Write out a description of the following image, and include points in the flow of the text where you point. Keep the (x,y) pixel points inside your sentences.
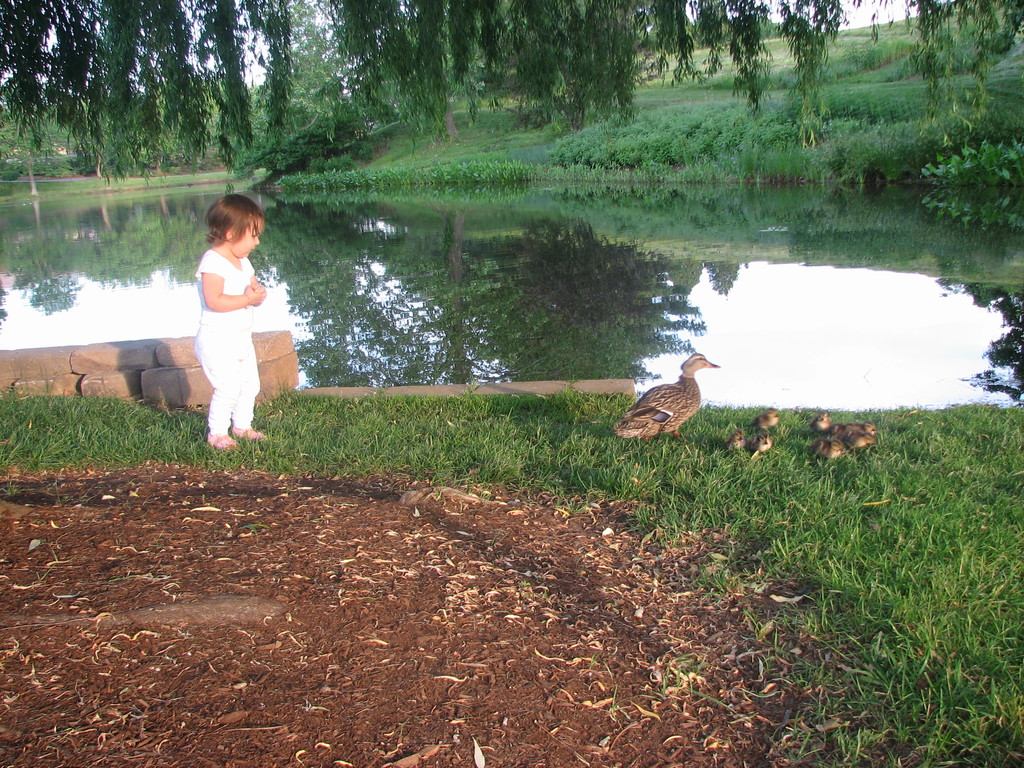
Here we can see a kid (255,240) standing on the grass (546,448) and there are birds (681,390). This is water (706,317). On the water (317,209) we can see the reflection of trees (424,276). In the background (493,106) we can see plants (719,124), trees (323,71), and sky (848,11).
